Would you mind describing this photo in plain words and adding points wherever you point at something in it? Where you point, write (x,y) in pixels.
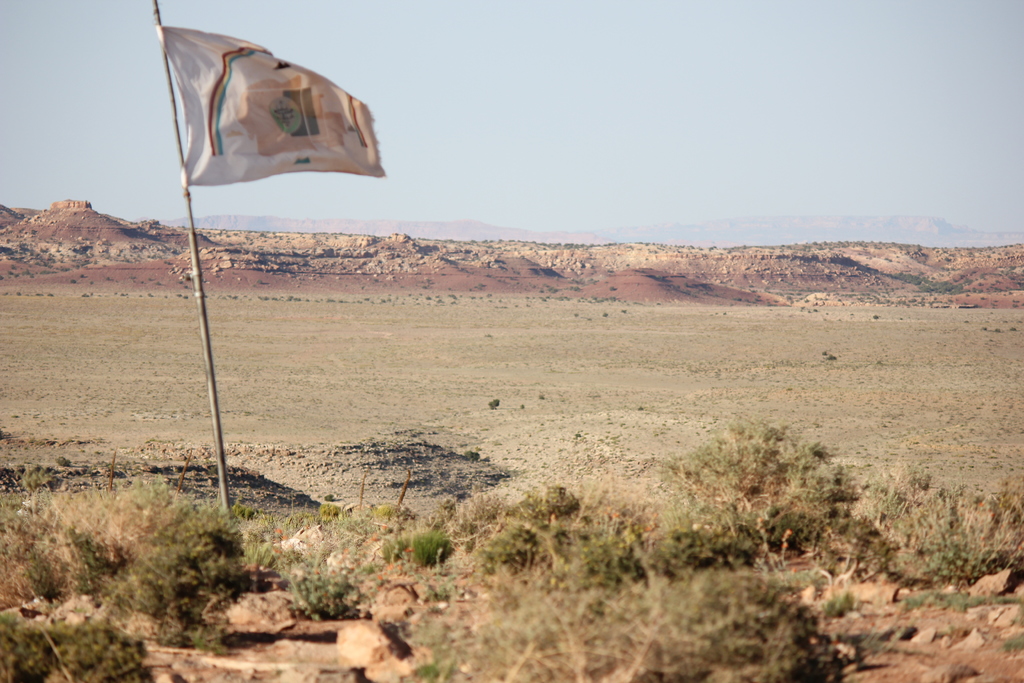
In this image, we can see a flag (289,126) and in the background (747,267), there are hills (581,277). At the bottom (508,550), there are plants (488,524) on the ground (547,355) and at the top (544,44), there is sky (520,44).
